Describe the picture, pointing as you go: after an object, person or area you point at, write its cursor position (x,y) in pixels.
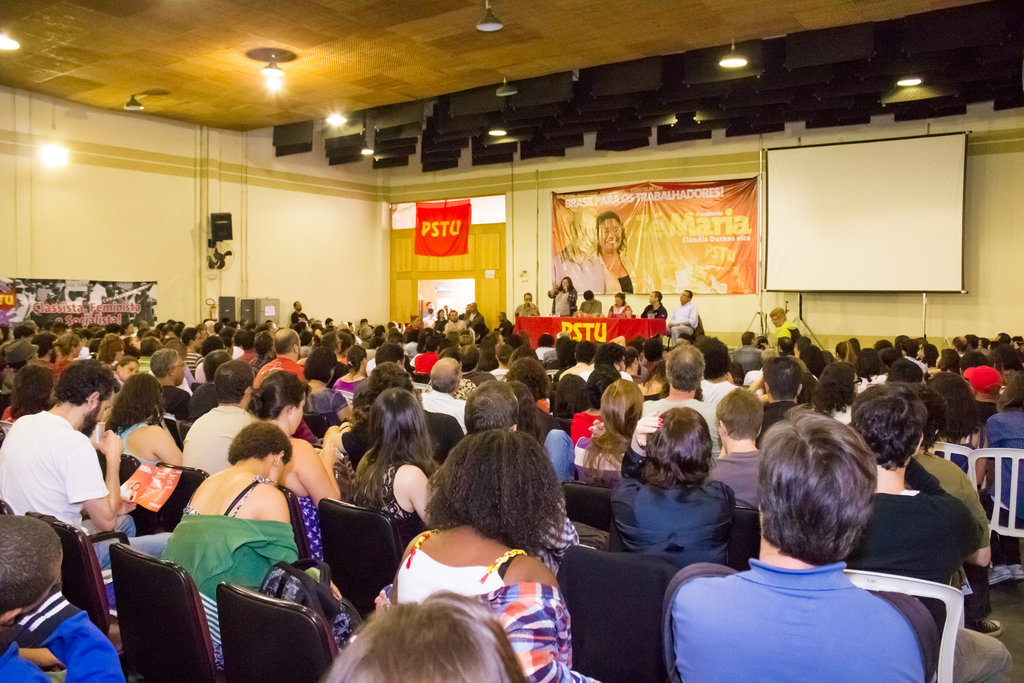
In this image group of people (479,370) are sitting on the chairs (220,591). A few people (693,305) at the middle of the image (585,328) is sitting before a table (640,334) having a banner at backside of them and a display screen (888,250) beside it. Lights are hanged from the roof (875,77).
